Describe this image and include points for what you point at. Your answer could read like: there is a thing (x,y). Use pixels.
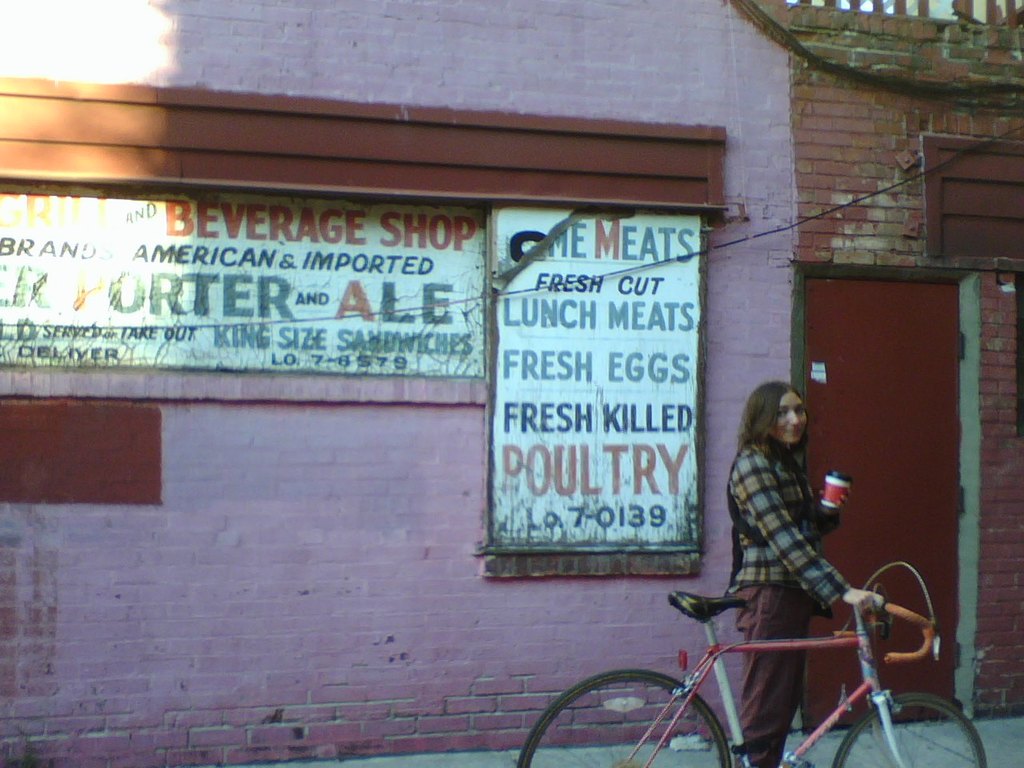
In this image I can see a person (840,591) standing, holding a bicycle (867,667) and a cup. There is a building (941,215) at the back (903,236) which has a door (838,413) and boards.
